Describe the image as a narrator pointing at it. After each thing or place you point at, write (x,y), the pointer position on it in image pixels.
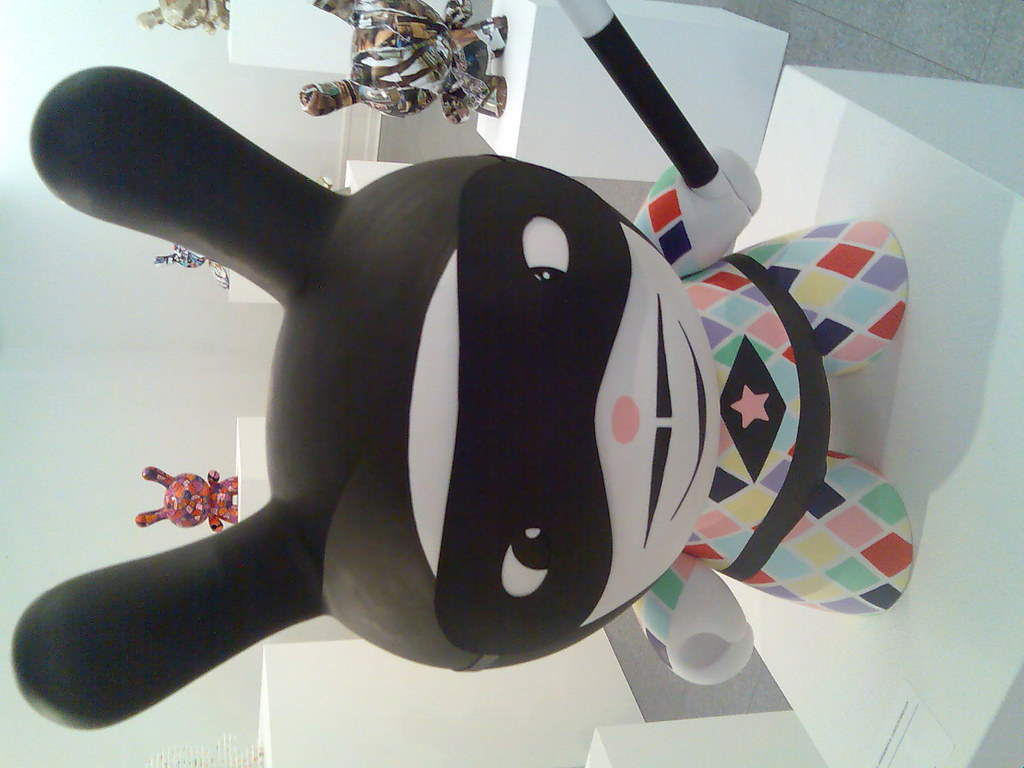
In this image I can see toys (558,425) placed on white coloured blocks (928,357). Each toy (676,411) is placed separately on each block (952,529). Also there is a wall (201,372).
